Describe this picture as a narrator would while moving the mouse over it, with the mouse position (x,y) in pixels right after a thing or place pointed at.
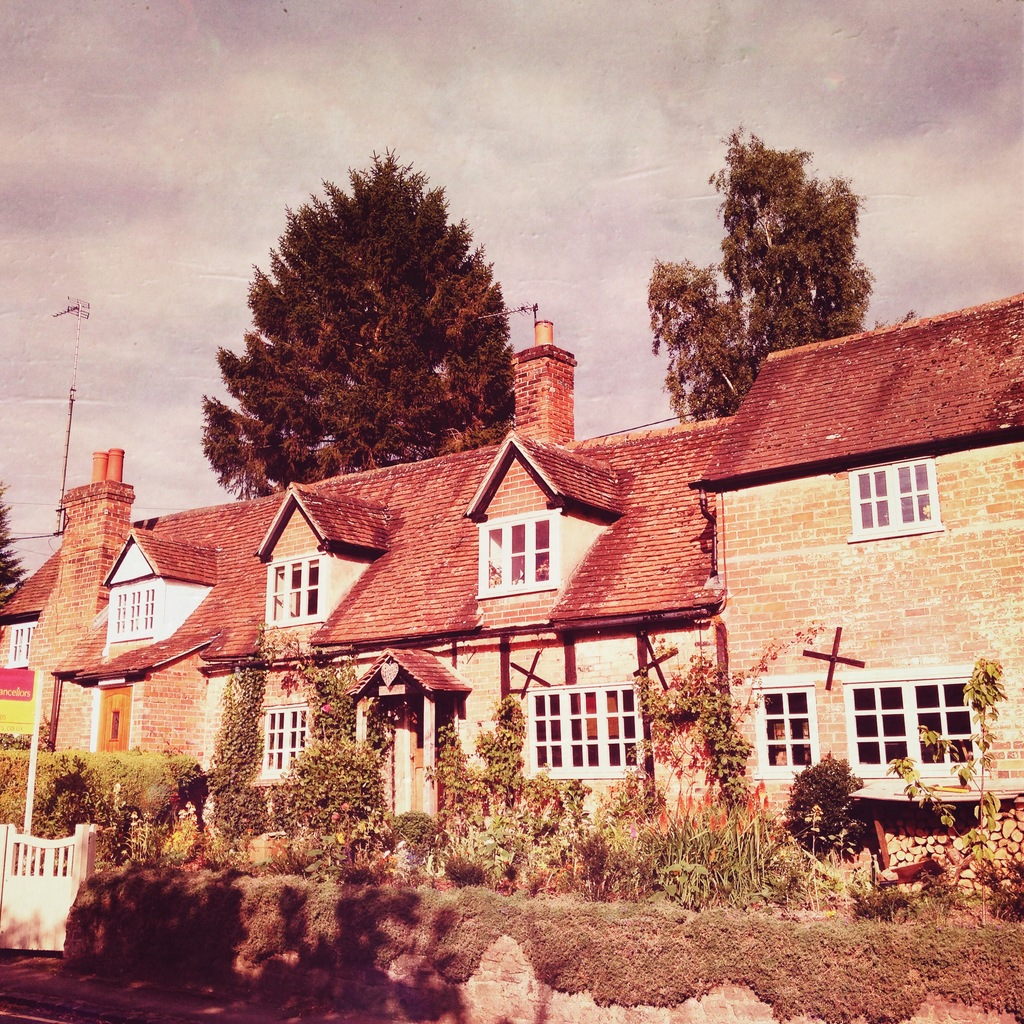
There are plants (561,888) and a gate (50,877) at the bottom of this image (172,898), and a building (518,618) and trees (242,448) in the middle of this image (602,489). There is a sky (592,194) in the background (529,214).
